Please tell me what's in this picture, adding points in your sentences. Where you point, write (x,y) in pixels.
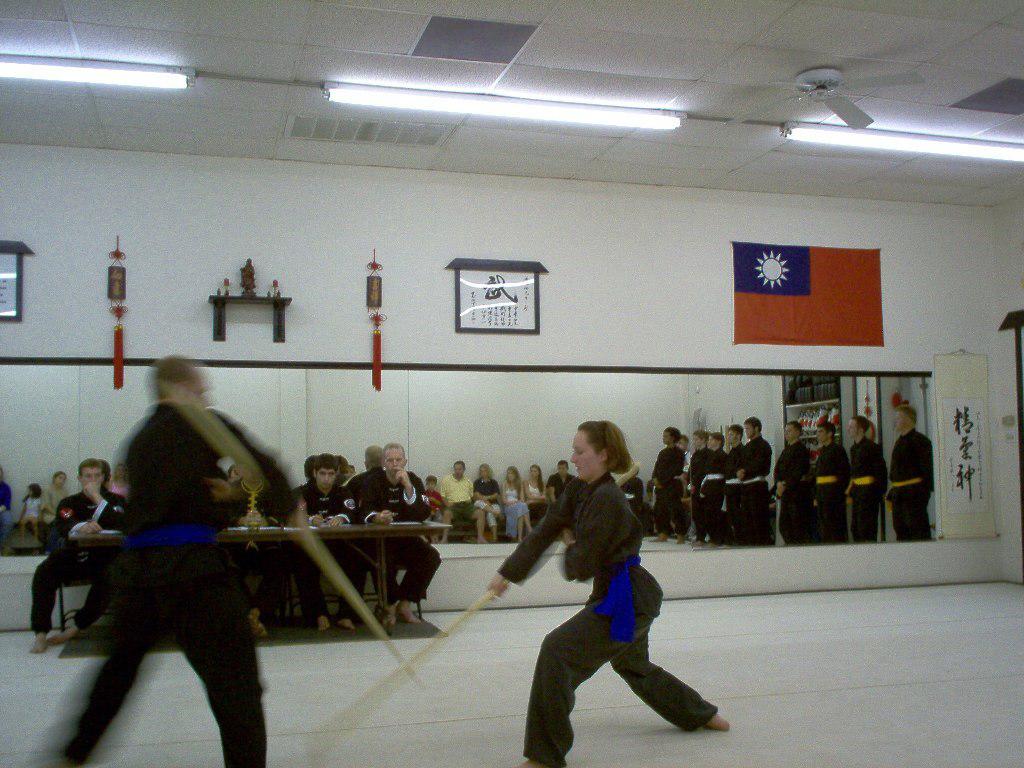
In this image there is a man (217,502) and a woman (597,578) holding a stick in their hand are performing a martial art, beside them on the wall (428,257) there is a mirror (501,410), in the mirror (447,456), we can see the reflection (556,480) of a few people (537,485) standing and sitting, at the top of the mirror (287,420) there are a few objects (526,274) and a flag (862,263), at the top of the image (611,106) on the ceiling (539,80) there are lights (623,111) and a fan (859,119).
